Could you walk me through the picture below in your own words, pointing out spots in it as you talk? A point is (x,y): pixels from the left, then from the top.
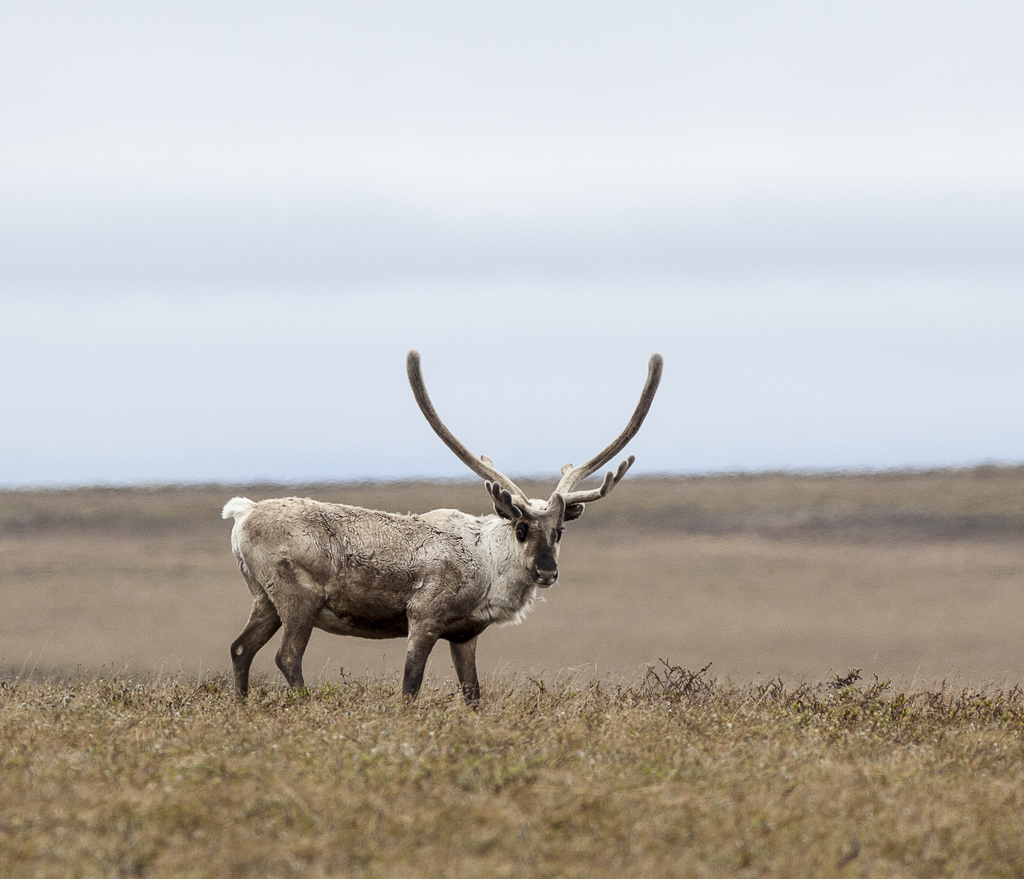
In the foreground (555,696) I can see a deer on the grass (523,742). In the background (634,356) I can see the sky (643,356). This image is taken may be in an open field (711,618) during a day.
